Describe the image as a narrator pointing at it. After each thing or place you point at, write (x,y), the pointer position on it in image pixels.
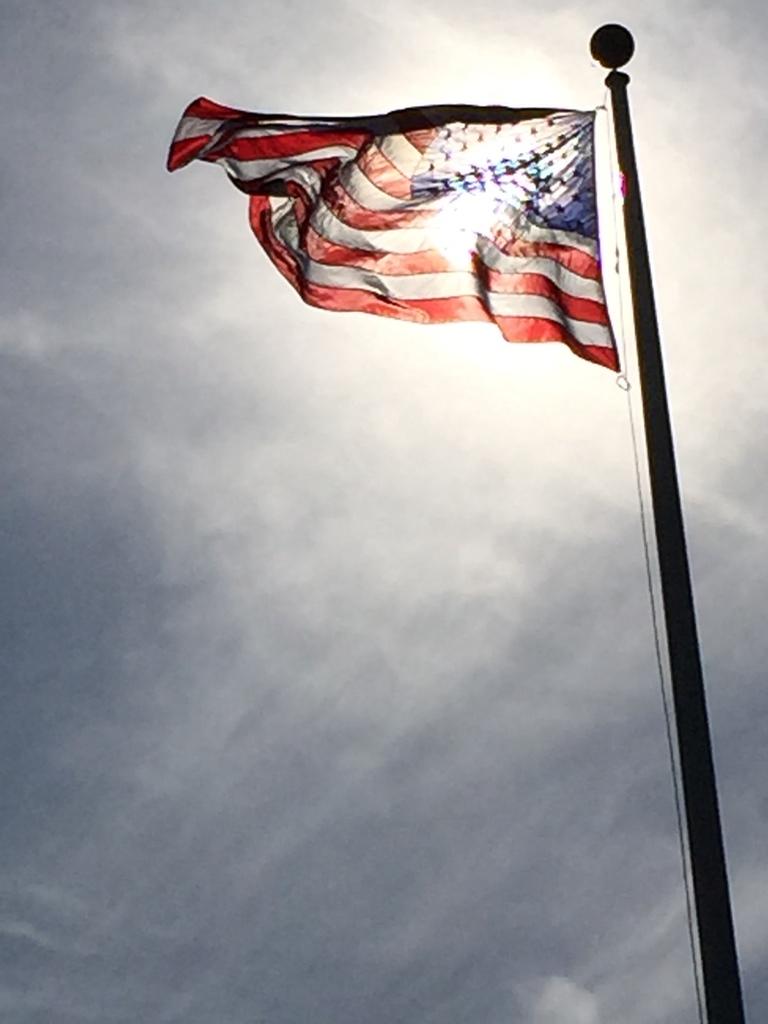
In this image I can see the flag (432,294) to the pole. I can see the flag (423,309) is in red, white and blue color. In the background (297,542) I can see the clouds (305,708) and the sky (294,733).
